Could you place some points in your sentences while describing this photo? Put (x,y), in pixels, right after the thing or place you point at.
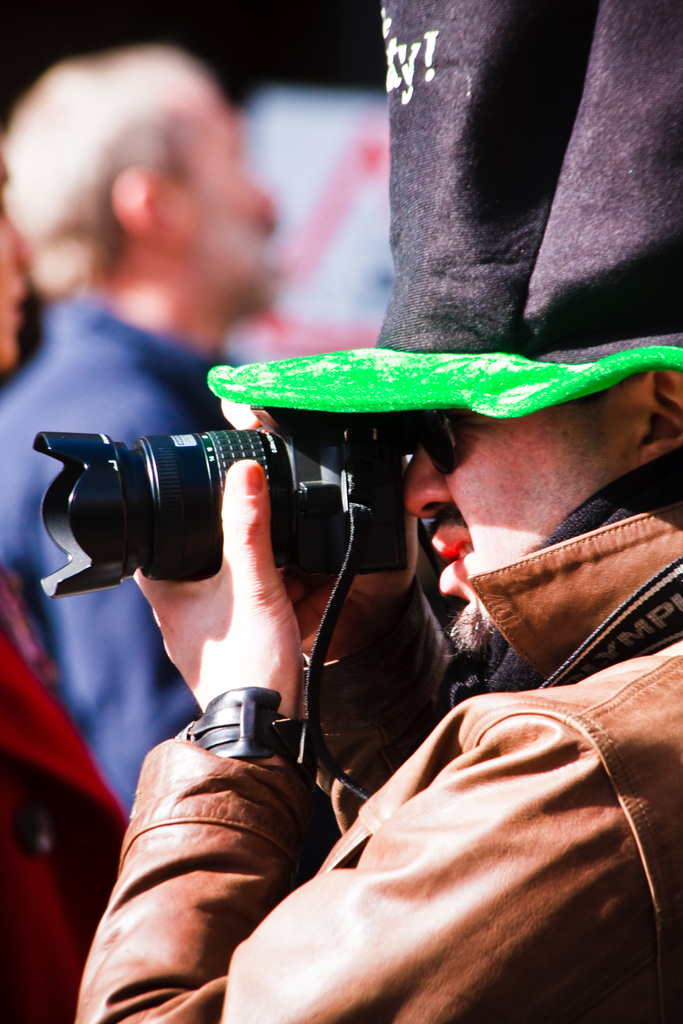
In this picture we can see man (499,754) wore jacket (510,624), cap (462,405) holding camera (219,503) in his hand (202,680) and taking picture and in background (108,169) we can see other person (167,124) and it is blurry.
